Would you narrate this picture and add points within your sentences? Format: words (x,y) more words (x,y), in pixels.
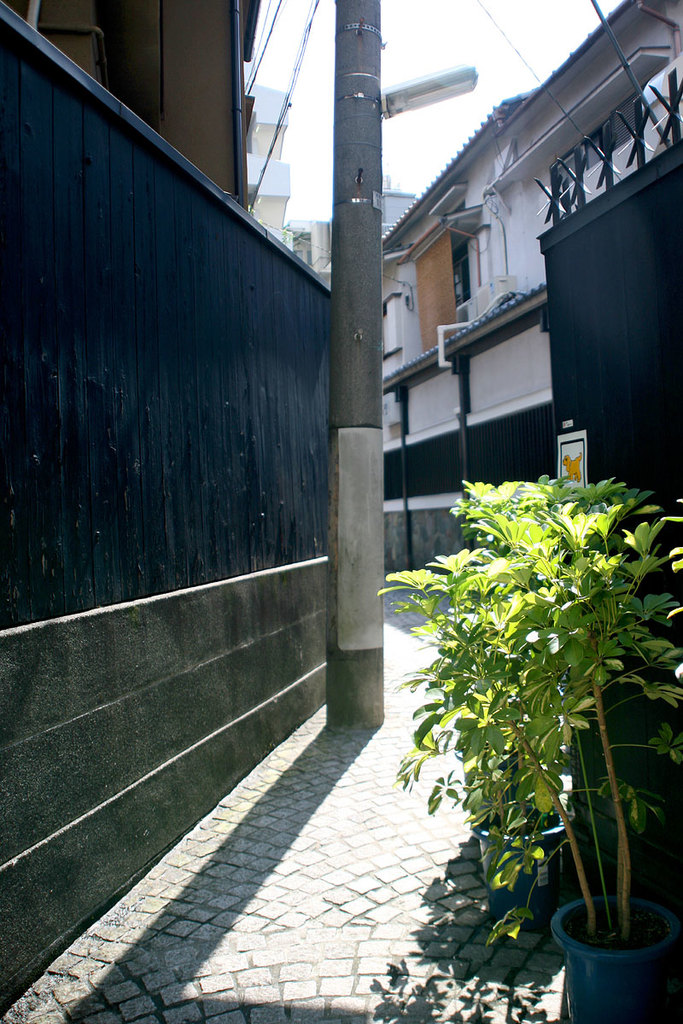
These are buildings (546,352), this is plant (574,670).
